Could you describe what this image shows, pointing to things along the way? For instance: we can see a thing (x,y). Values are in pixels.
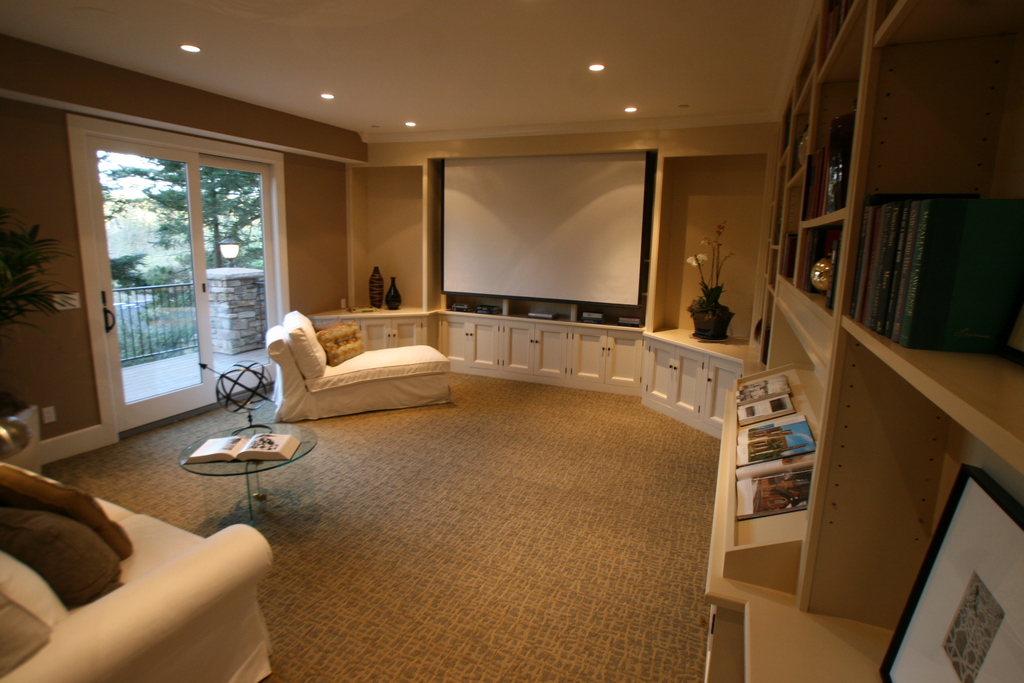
This is the picture of a living room (360,230) where we have screen (506,256), bottle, plant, cupboard (703,371), books (775,381), rack (731,411), carpet (343,511), table (216,467), couch (292,374), pillow (315,359), window (168,172), tree (248,265), light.
